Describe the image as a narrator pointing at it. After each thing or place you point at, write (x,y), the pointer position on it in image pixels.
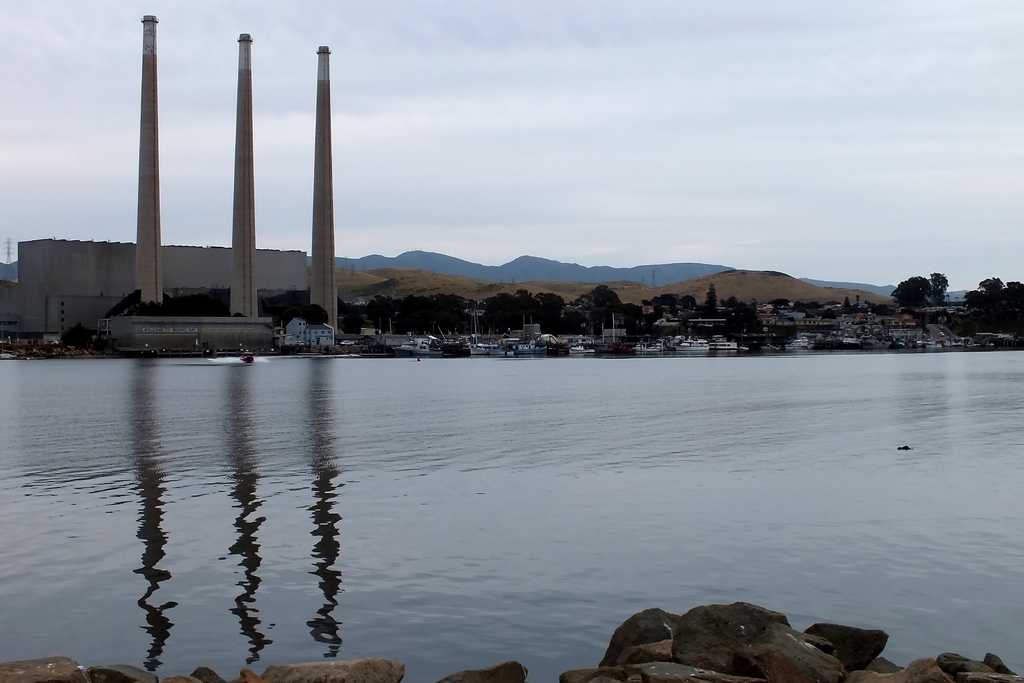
In this image I can see water (448,425) in the front (391,472). In the background (26,322) I can see few buildings (847,326), number of trees (671,307), clouds (884,89) and the sky (589,181).
